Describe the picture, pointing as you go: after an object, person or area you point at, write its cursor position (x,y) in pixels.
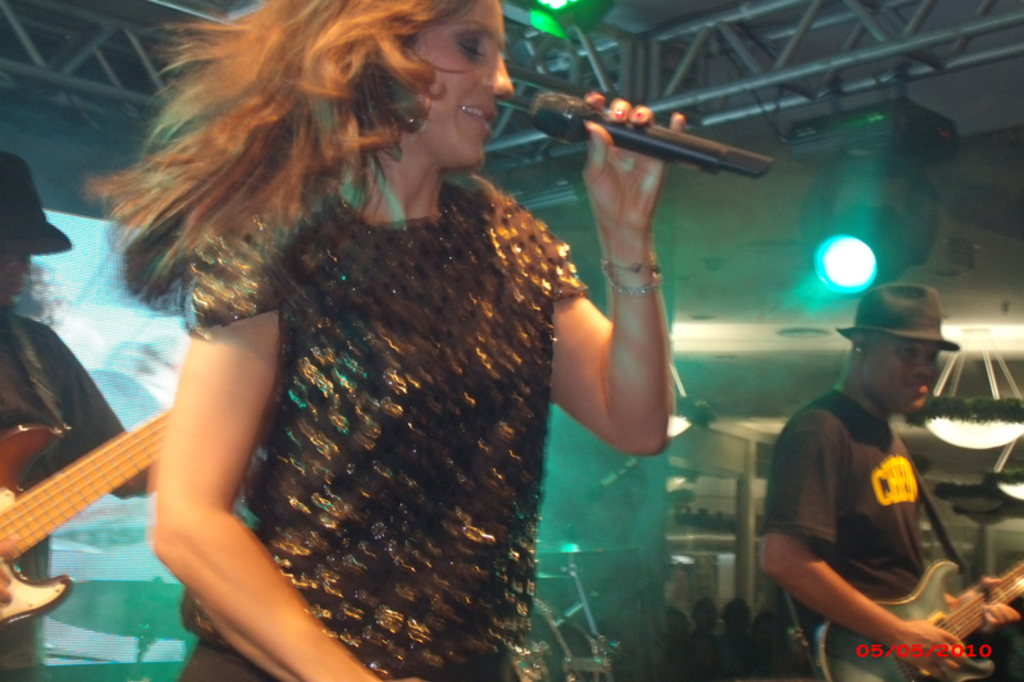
This picture is clicked in a musical concert. On the right corner of the picture (854,465), man (859,505) in black t-shirt (860,461) and black cap hat (908,319) is holding guitar (837,661) in his hands (1002,623) and playing it. Woman (183,294) in the middle of the picture (483,282) wearing black dress (452,399) is holding microphone (544,101) in her hands (632,186) and I think she is singing song on the microphone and on the left corner of picture (101,408), we see a man (72,388) holding guitar (67,506) in his hands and playing it and on top of the picture (726,89), we see the ceiling (721,67) of that concert.
